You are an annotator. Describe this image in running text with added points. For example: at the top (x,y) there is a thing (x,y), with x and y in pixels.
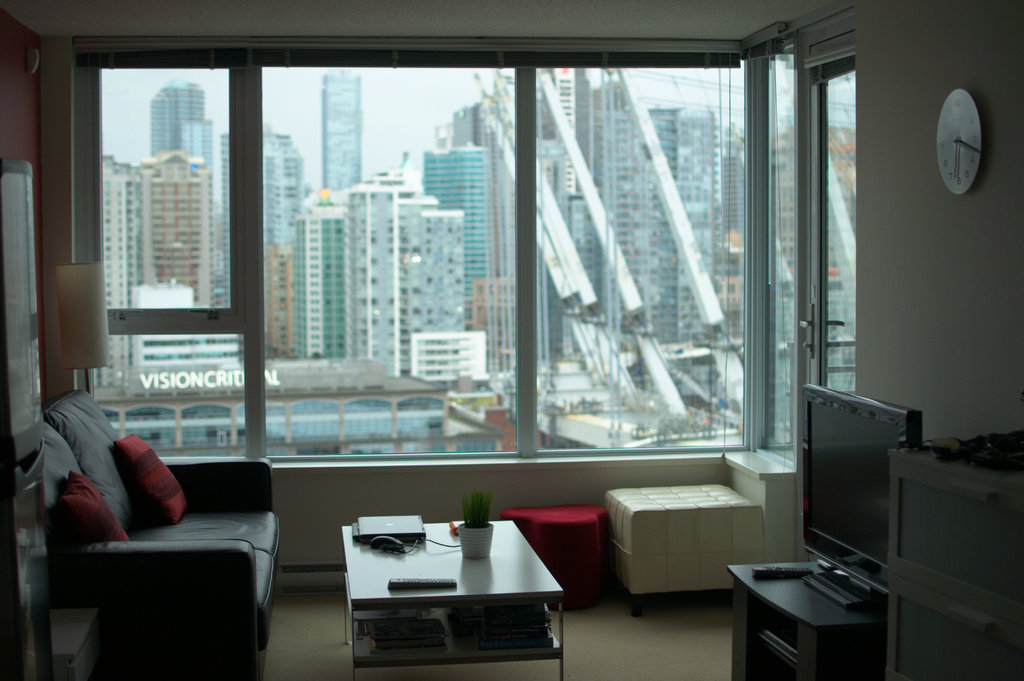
Through window glasses (292,326) we can see huge buildings (196,248). We can see a television (859,481) on the table (790,643). flower vase (491,549), laptop (383,532), remote (405,585), mouse (401,541) on the other table (433,574). This is a door (805,361). here we can see sofa (222,541) with cushions (109,515). This is a floor (530,671).
